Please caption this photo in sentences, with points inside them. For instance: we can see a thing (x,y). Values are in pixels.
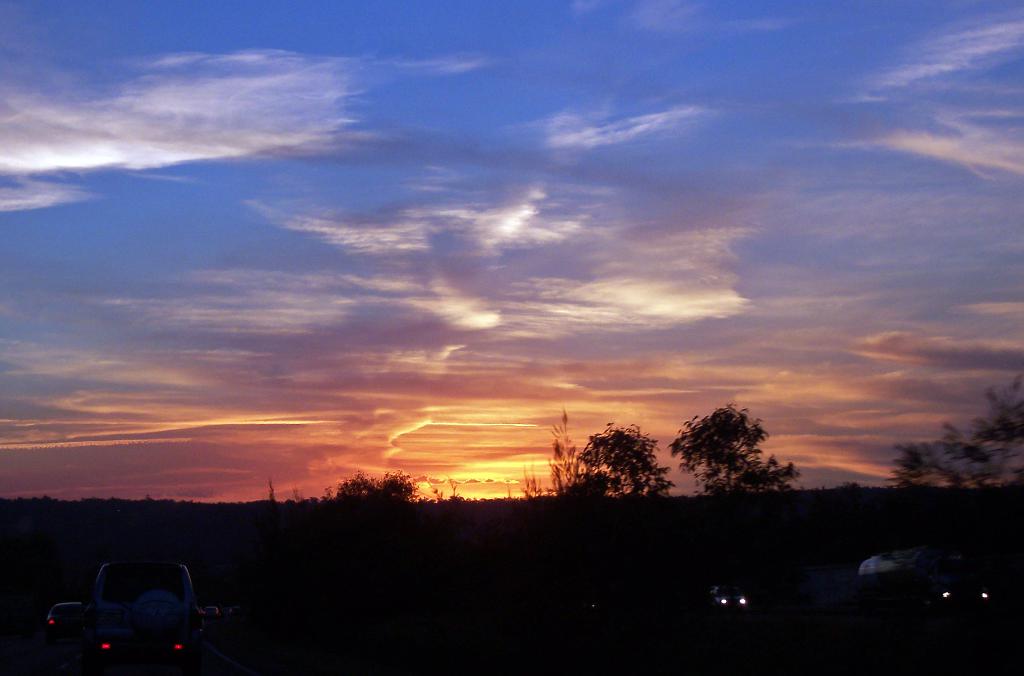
In this image we can see some vehicles (191,616), trees (663,547), road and other objects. At the top of the image (589,137) there is the sky (535,107).
